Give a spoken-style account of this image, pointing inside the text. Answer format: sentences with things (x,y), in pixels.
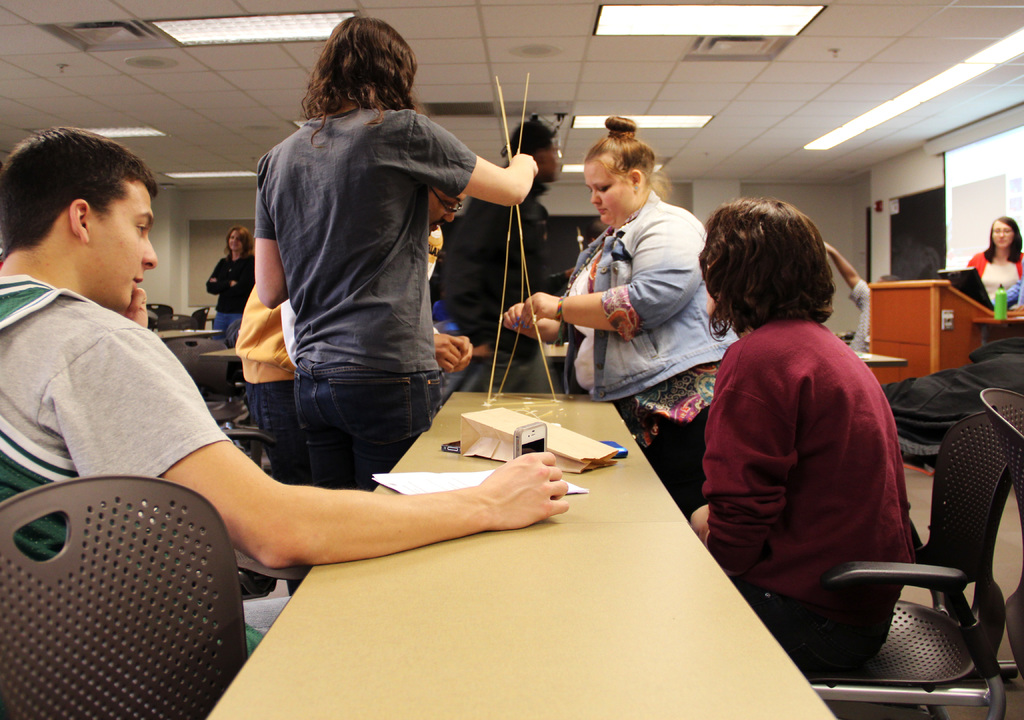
In this image we have a person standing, another group of persons (341,528) sitting in the chairs (76,504) and in table (459,402) there is a paper (436,480) and in back ground (1000,58) we have a screen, lights (727,13), cupboards (919,366).
